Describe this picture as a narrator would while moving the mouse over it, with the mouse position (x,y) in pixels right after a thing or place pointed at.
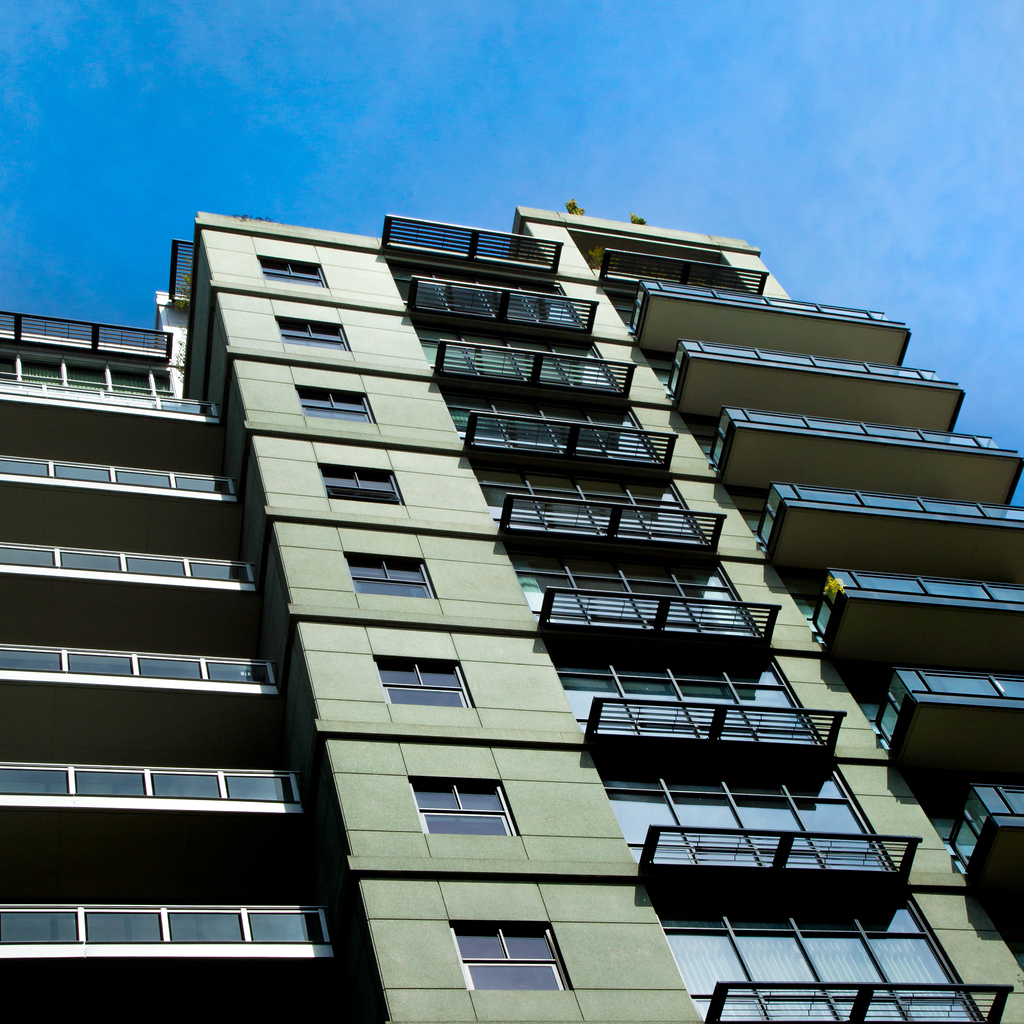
In this image I can see the building (884,430) and at the top (487,147) I can see the sky (558,109).
